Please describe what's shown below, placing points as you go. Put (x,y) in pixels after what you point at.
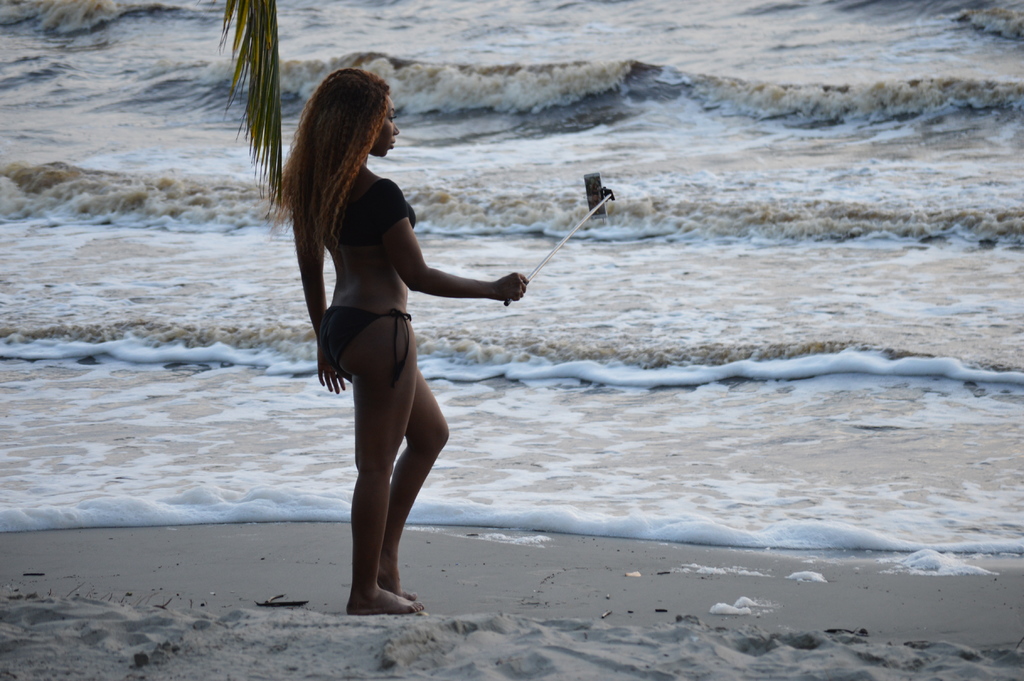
Here we can see a woman (311,229) standing on the sand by holding a selfie stick (597,207) in her hand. In the background (379,163) we can see water (278,34) and there is a branch (260,102) of a tree (260,102) at the top (252,92).
